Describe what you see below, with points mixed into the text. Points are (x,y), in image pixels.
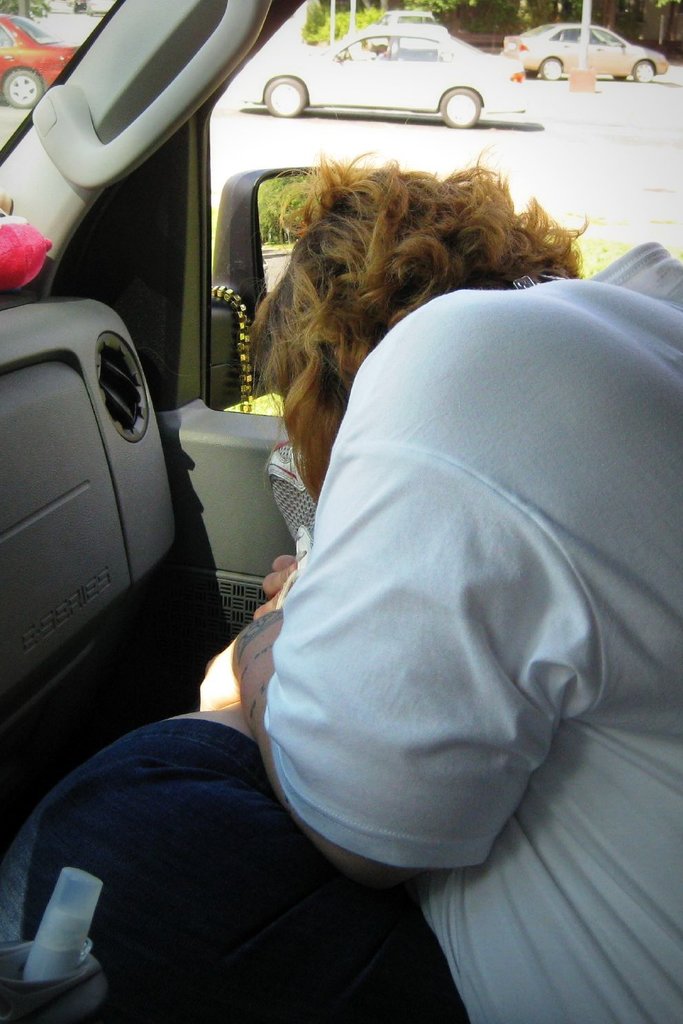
In this image we can see a person (244,848) inside a vehicle (76,418). Through the vehicle (44,121) we can see other vehicles (358,55). Also there are trees (347,12) and poles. And we can see a bottle (50,942) at the bottom (44,963).
